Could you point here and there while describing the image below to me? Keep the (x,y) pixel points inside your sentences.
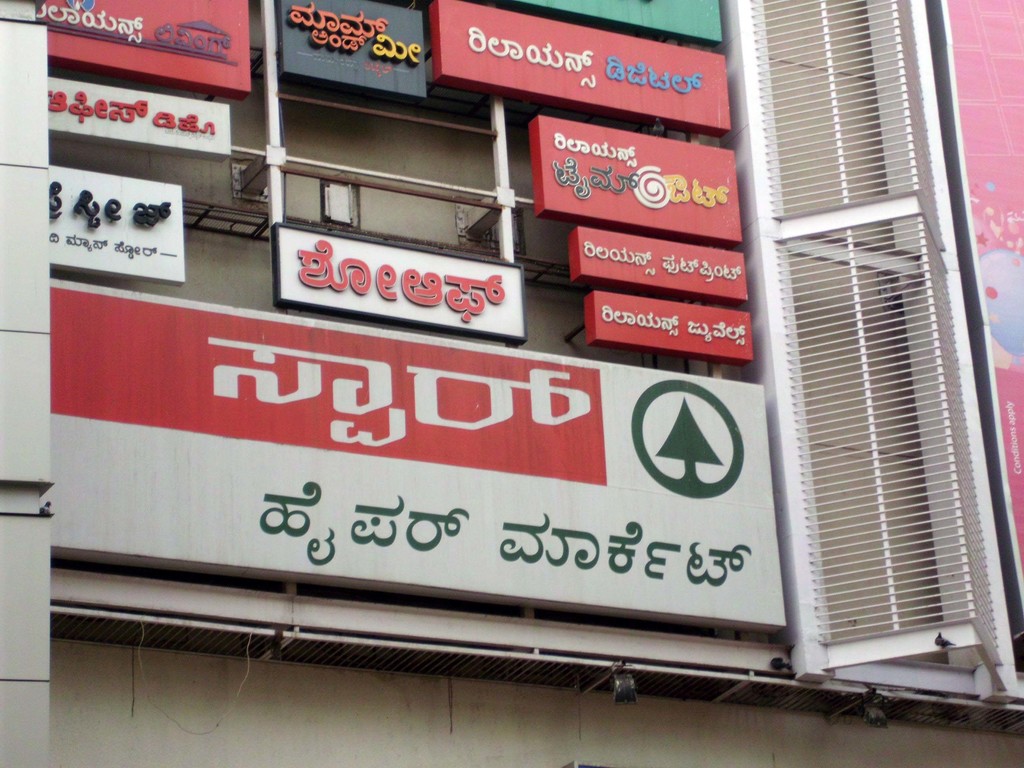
In the center of the image (664,296) there is building (18,721) and there are advertisement boards (561,121) on the building (252,282).
